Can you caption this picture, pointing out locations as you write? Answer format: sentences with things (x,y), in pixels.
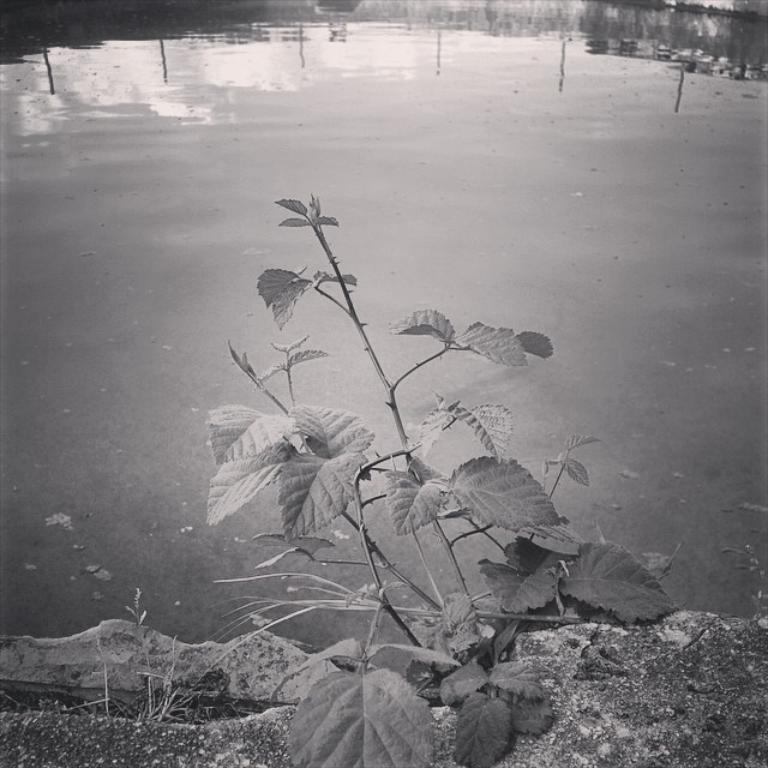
In this image in front (222,499) there is a plant (307,440) and in the center of the image (497,304) there is water (471,136).
